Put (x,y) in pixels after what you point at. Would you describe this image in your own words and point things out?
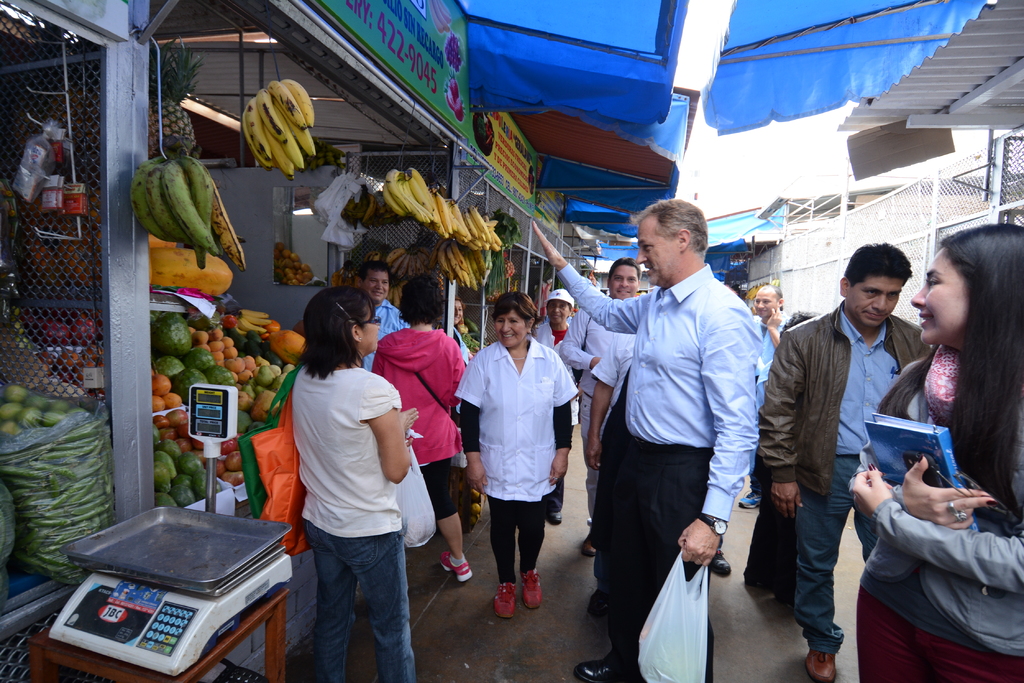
In this image there are group of persons (694,395) standing and smiling. On the left side (240,358) there are fruits (203,327) and there are boards (442,97) with some text (398,54) written on it and there is a weighing machine (177,609) on the table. On the top (583,42) there are tents (579,77) which are blue in colour. On the right side (905,215) there is a fence (879,229) and there is a tin shed (981,76).
